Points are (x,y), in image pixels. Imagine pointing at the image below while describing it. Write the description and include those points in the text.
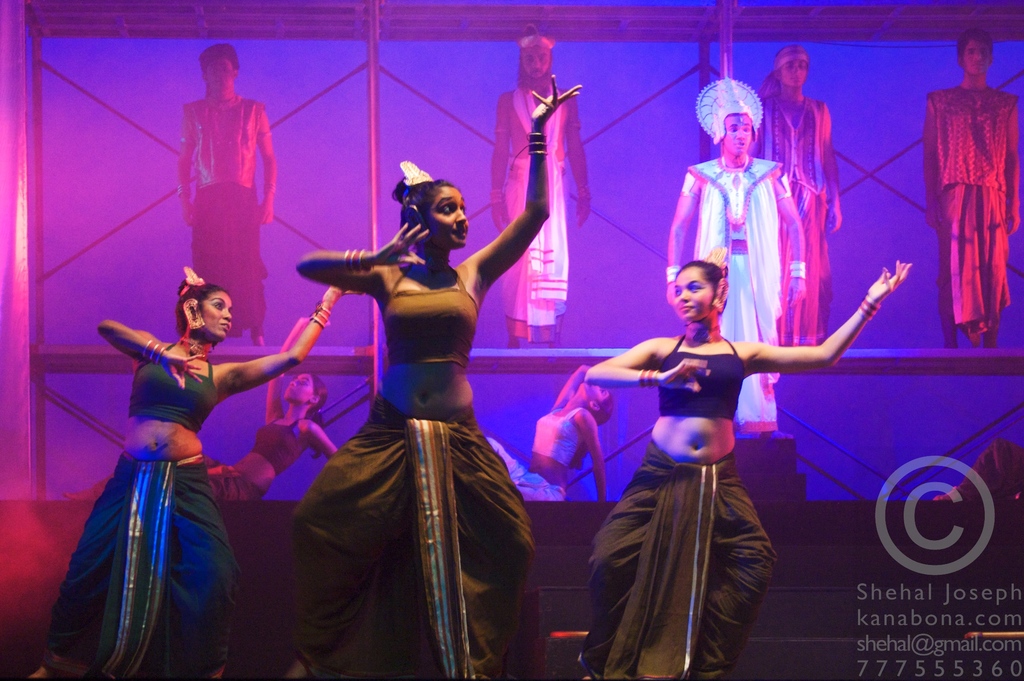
In this image there are three women (335,508) dancing on the stage (587,610), behind them there is a metal structure (591,25). On the metal structure (632,259), there are few persons (233,239) standing and two women (284,418) are sitting on it. At the bottom right side of the image (1015,664) there is a logo (965,467) and some text (881,649).
